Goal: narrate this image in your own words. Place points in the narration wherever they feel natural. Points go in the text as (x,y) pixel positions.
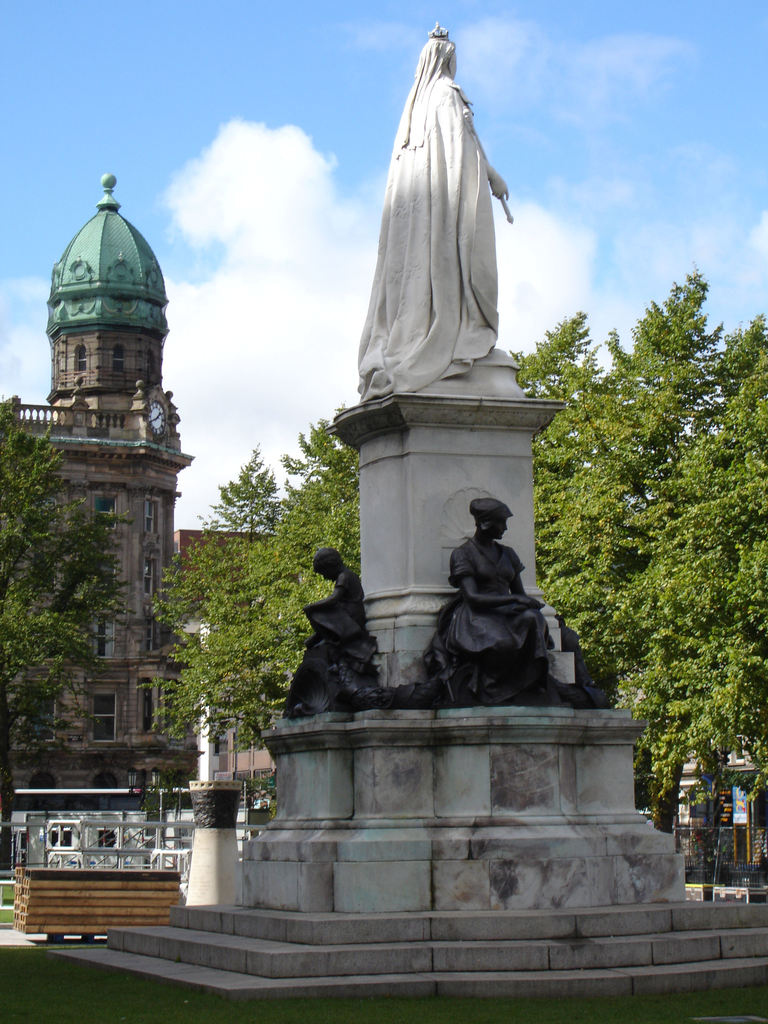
In this picture we can see many statues (489,540) surrounded by grass (49,1005), trees (343,561) & buildings (150,546). The sky (216,153) is blue.
